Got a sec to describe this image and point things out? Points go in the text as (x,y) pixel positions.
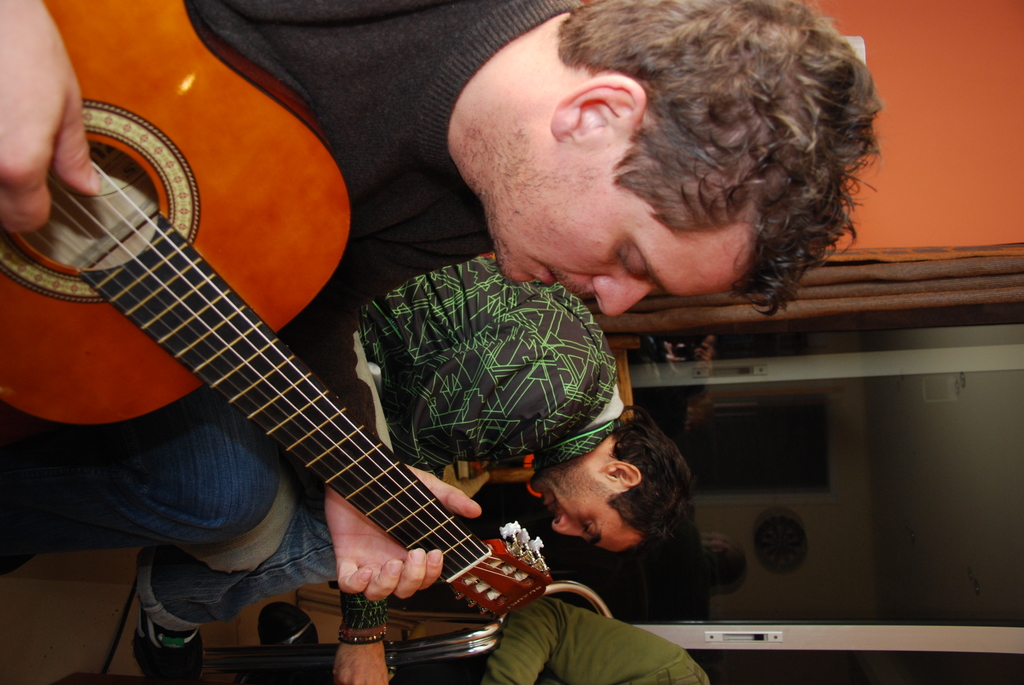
This image consists of three persons (590,543). There is a door (740,494) behind them. All of them are sitting. The one who is on the top (520,158) is wearing black shirt (400,172) and he is playing guitar (303,215).
